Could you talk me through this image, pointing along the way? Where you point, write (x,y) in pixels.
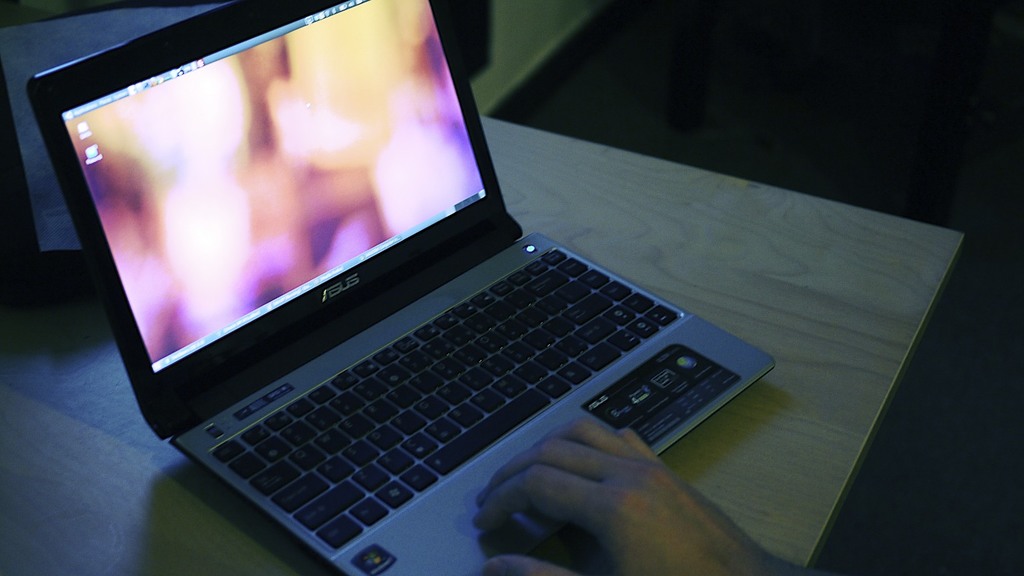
Here I can see a laptop (263,233) is placed on a table (837,271). At the bottom (601,535), I can see a person's hand (547,505) using the laptop (423,345). The background (649,77) is dark.
